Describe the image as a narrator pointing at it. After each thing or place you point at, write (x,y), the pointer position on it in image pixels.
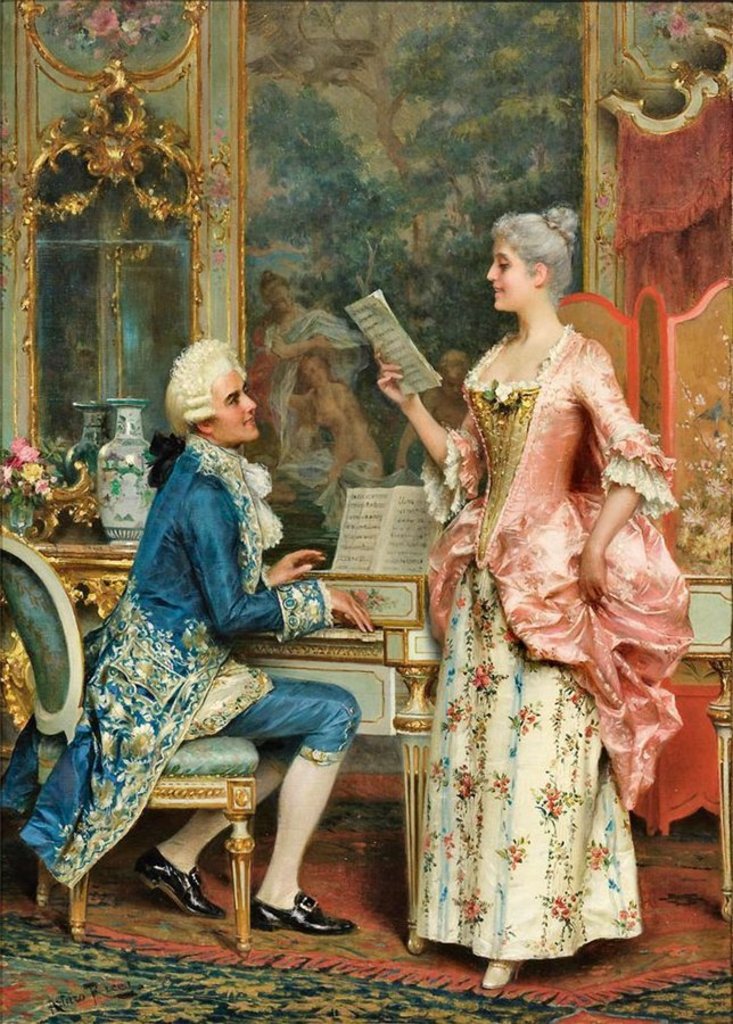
In this image we can see a picture (600,265). In the picture (296,396) there are a man (317,605) sitting on the chair (184,756), a woman (451,840) standing on the floor (620,947), carpet (620,947), table (129,576), vase (109,483) and mirrors (48,229).
